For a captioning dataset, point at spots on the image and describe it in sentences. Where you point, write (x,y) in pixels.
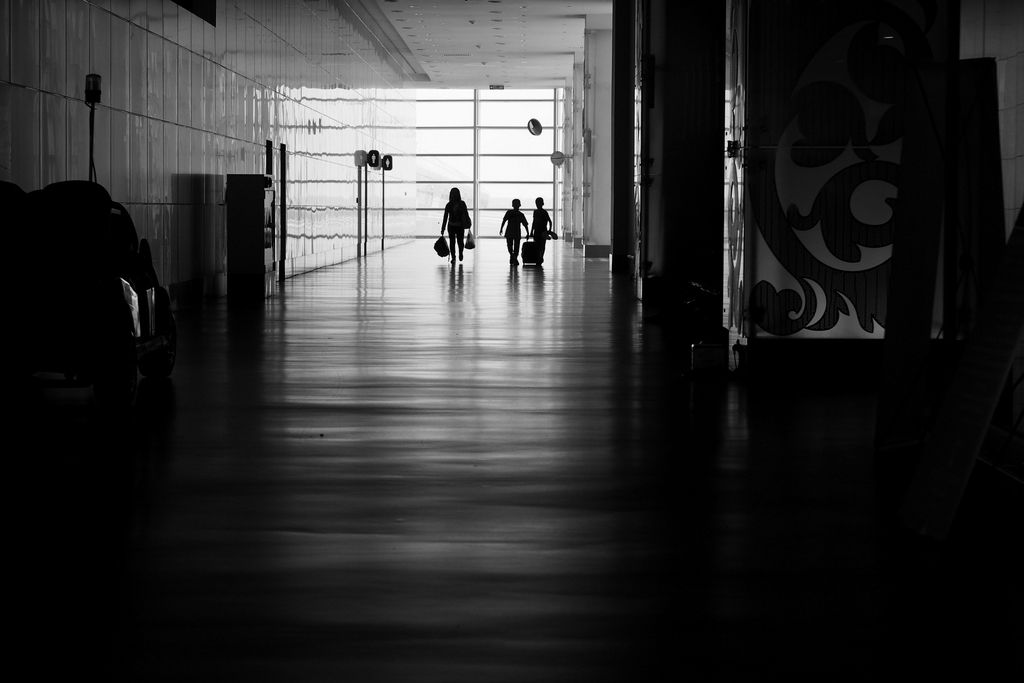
There are three persons (444,226) holding an object (524,239) in their hands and there is an object (82,283) in the right (797,222) and left corners.
